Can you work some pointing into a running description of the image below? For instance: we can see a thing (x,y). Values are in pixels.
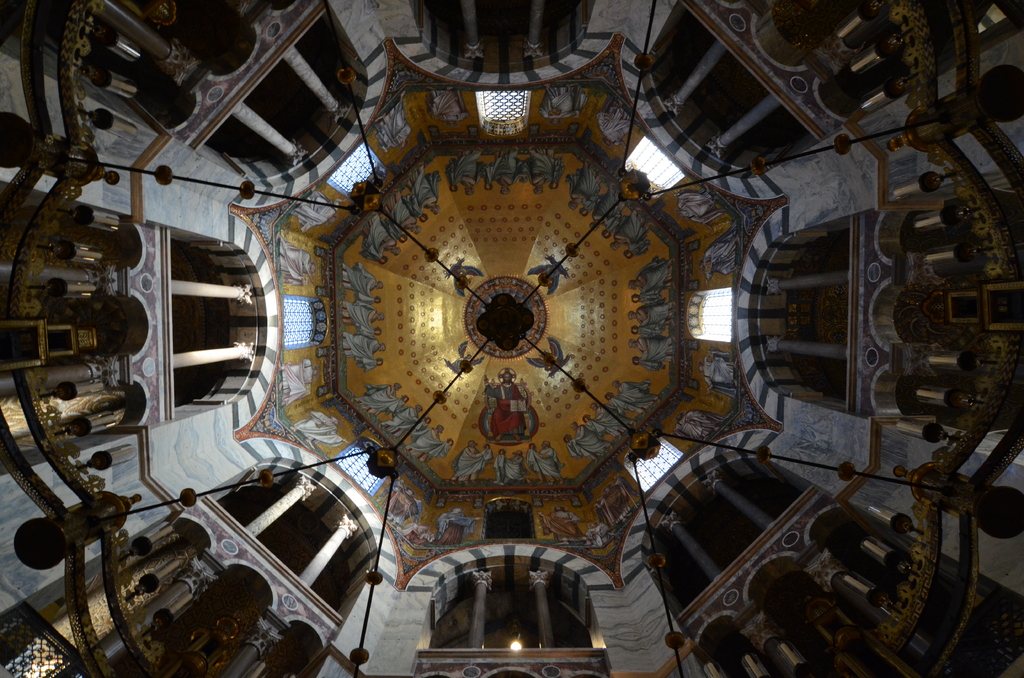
This is the interior of a building (639,402). Inside this building (211,427) there are pillars (226,292), arches (216,268) and some decorations (428,372). On the ceiling (515,224) there is painting (560,310). Also there are lights (100,250) in the shape of candles (69,292).
